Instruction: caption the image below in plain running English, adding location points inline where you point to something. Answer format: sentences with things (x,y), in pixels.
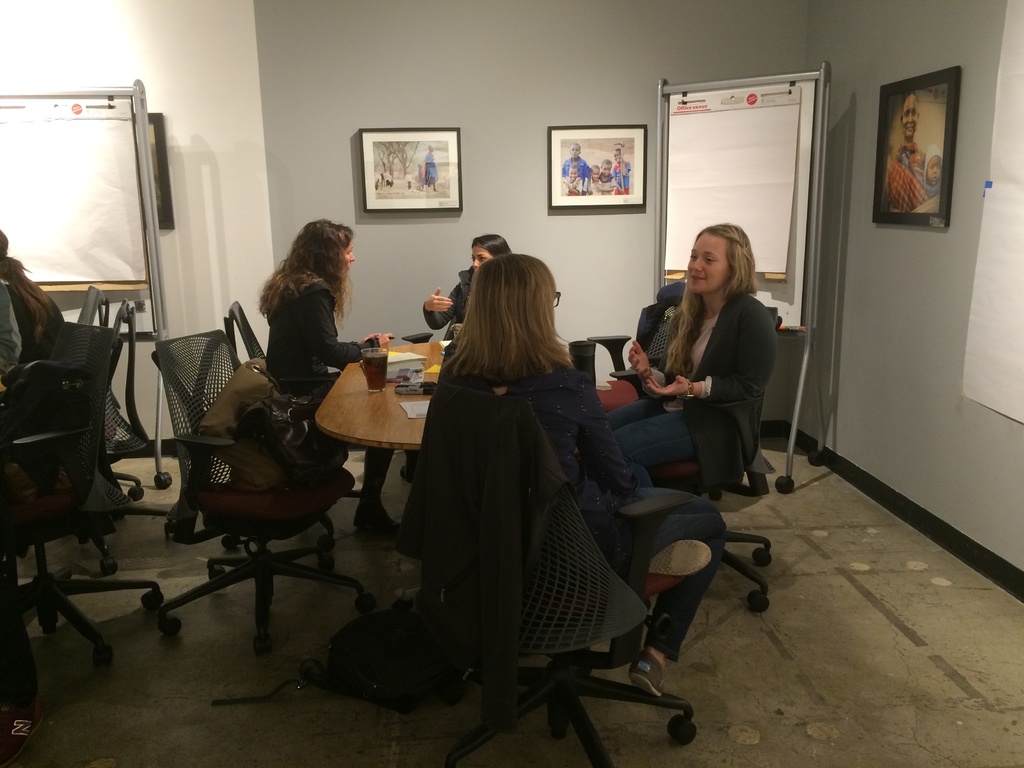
In this image I can see people (671,527), boards (66,105), pictures (891,164), chairs (41,359), bags (286,436), table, glass (376,355), chart (1014,186) and things (414,376). Pictures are on the wall (509,179). People (701,305) are sitting on chairs (479,429). On the floor (237,683) there is a bag (348,666).
